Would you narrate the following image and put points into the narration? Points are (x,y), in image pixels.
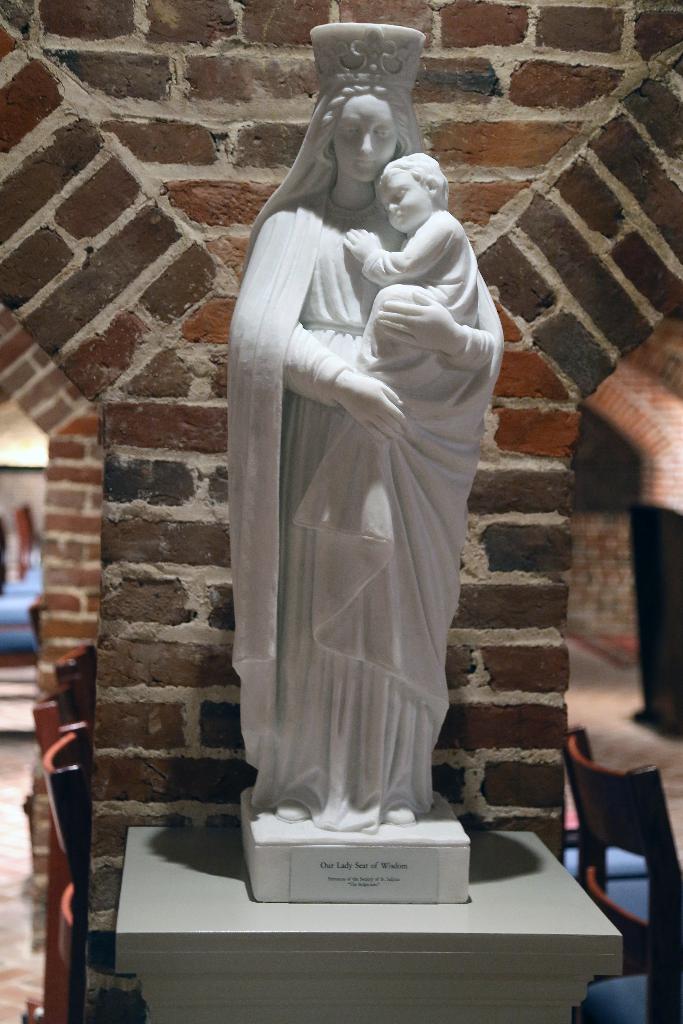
In this image we can see a statue (285,796), pedestal (167,912), walls (97,683), chairs (55,763) and floor (27,955).
